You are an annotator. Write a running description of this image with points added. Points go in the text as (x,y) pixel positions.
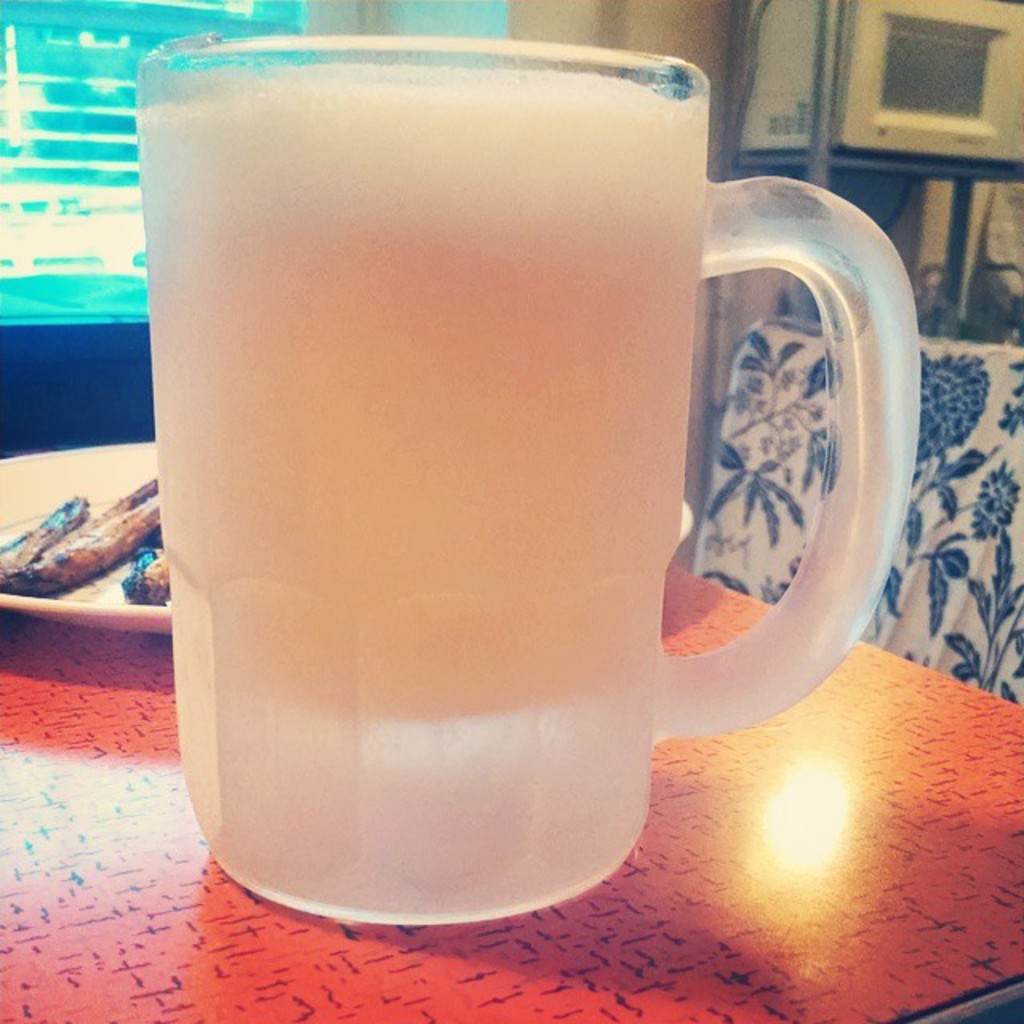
In this picture I can observe a mug (475,555) placed on the table (86,803) in the middle of the picture (453,625). Behind the mug (209,511) I can observe a plate (102,461) on the table (67,796).
